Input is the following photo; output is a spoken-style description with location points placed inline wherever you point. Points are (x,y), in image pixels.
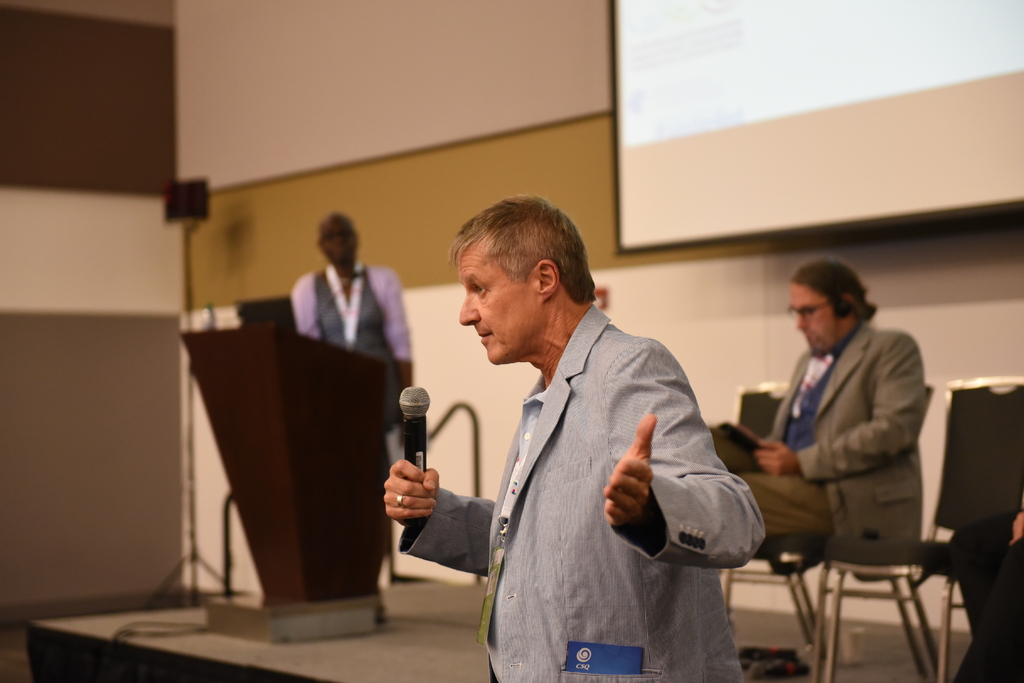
In this image there is a person (574,572) standing and holding a mike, and in the background (887,388) there are two persons (846,430) sitting on the chairs (946,513), a person (390,431) standing on the stage (218,651) near the podium (362,560), laptop (248,317), bottle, screen (649,45) to the wall (491,163).
